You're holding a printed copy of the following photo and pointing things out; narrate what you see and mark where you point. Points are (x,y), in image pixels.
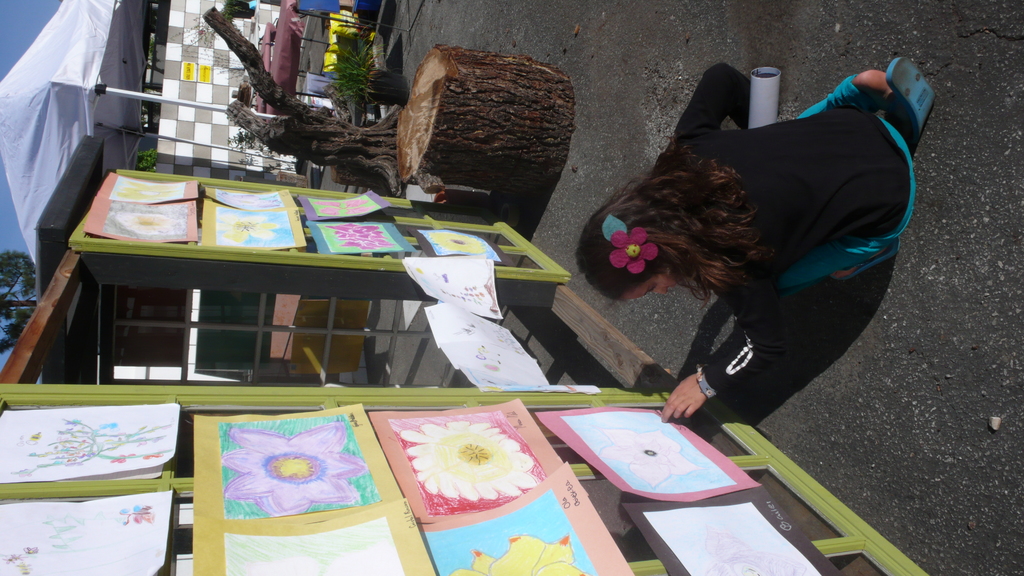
In this image I can see the person (714,231) with black and teal color dress (788,217). In-front of the person (869,256) I can see the colorful papers (329,448) attached to the glass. To the side I can see the trunk (385,141) and the flower pots (340,82). I can also see the shed (79,129), tables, trees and the sky (14,226).
